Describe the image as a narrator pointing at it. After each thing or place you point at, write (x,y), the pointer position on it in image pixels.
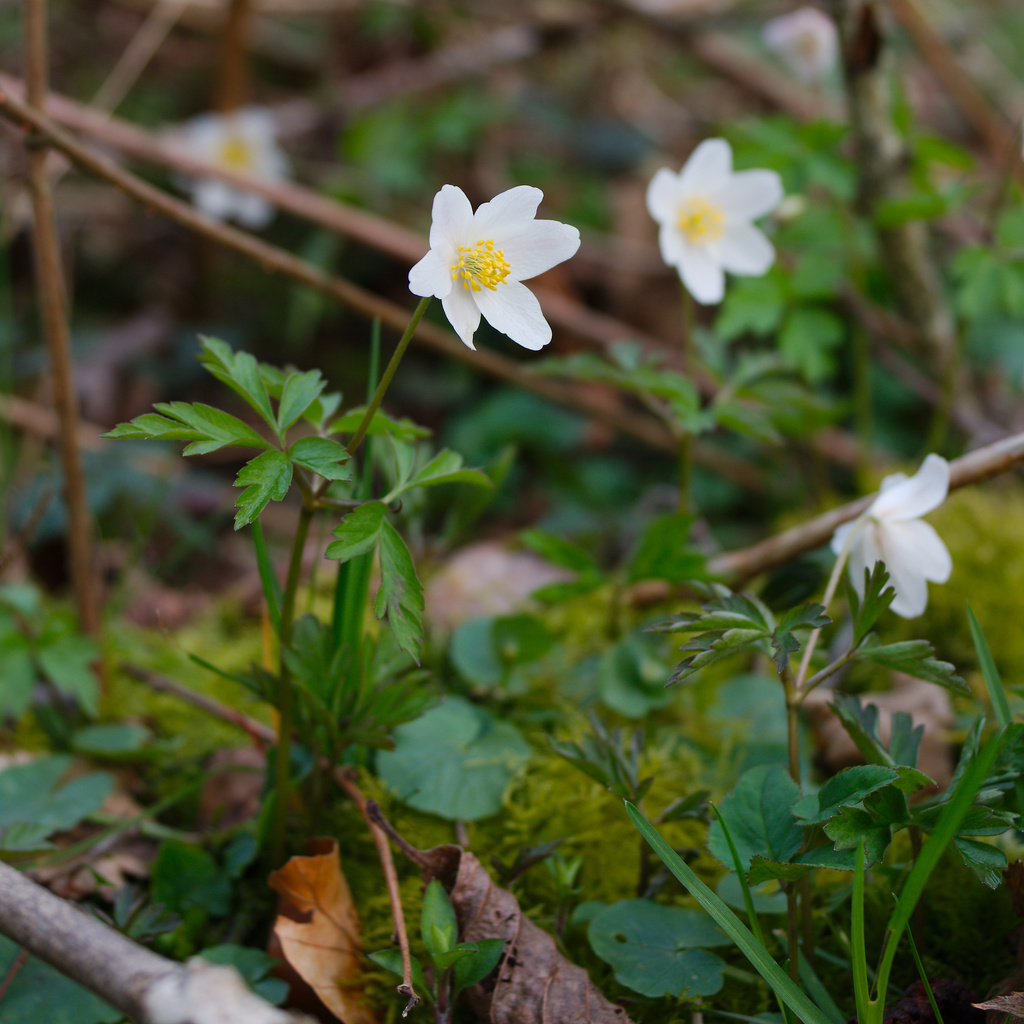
Here we can see flowers (513,251) and plants (582,944). There is a blur background (977,430).
